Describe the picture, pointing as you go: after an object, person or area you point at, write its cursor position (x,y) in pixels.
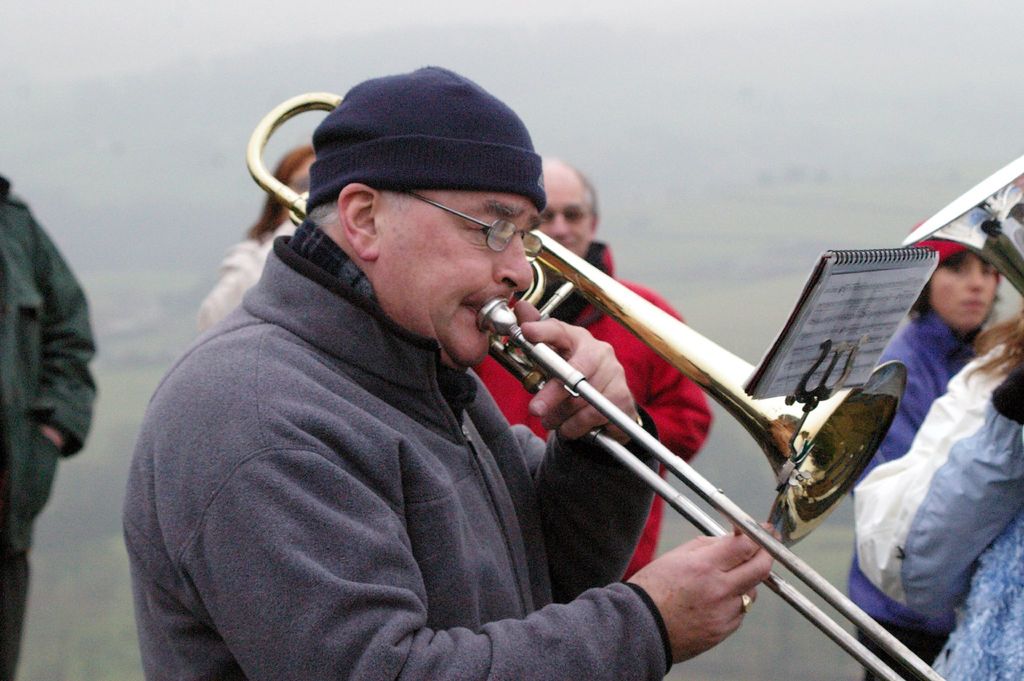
In this image I can see a group of people (277,260) are playing musical instruments (821,481). In the background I can see trees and the sky (168,29). This image is taken may be during a day.
